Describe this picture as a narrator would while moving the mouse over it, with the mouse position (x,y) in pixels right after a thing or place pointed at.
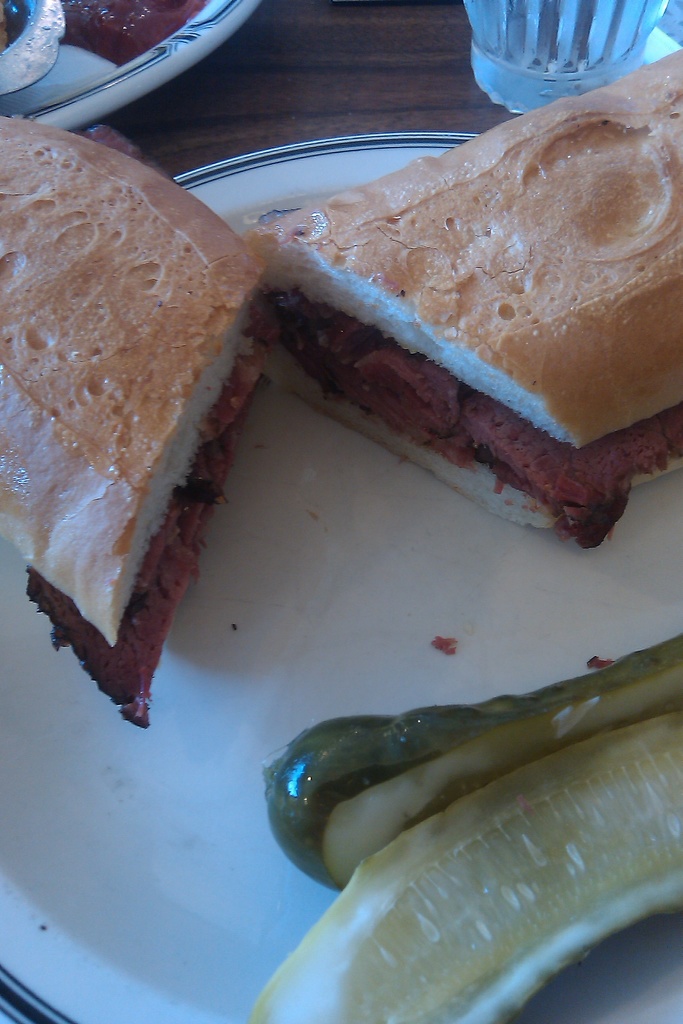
This image consists of sandwiches (263,291) and cucumber (673,898) kept on a plate (512,656). At the top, we can see another plate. These are kept on a table (223,88), which is made up of wood (212,121).
